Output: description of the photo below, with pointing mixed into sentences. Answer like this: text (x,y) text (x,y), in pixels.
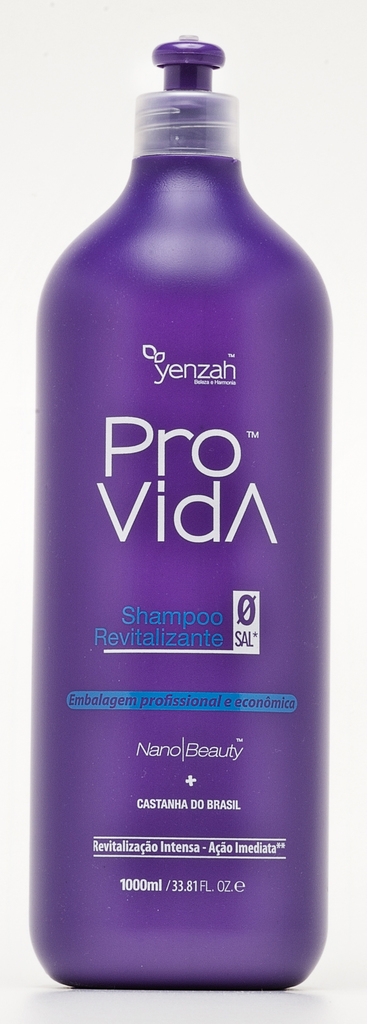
In the picture we can find a shampoo bottle (236,544) with the name (216,531) as pro vida it is purple in colour.
